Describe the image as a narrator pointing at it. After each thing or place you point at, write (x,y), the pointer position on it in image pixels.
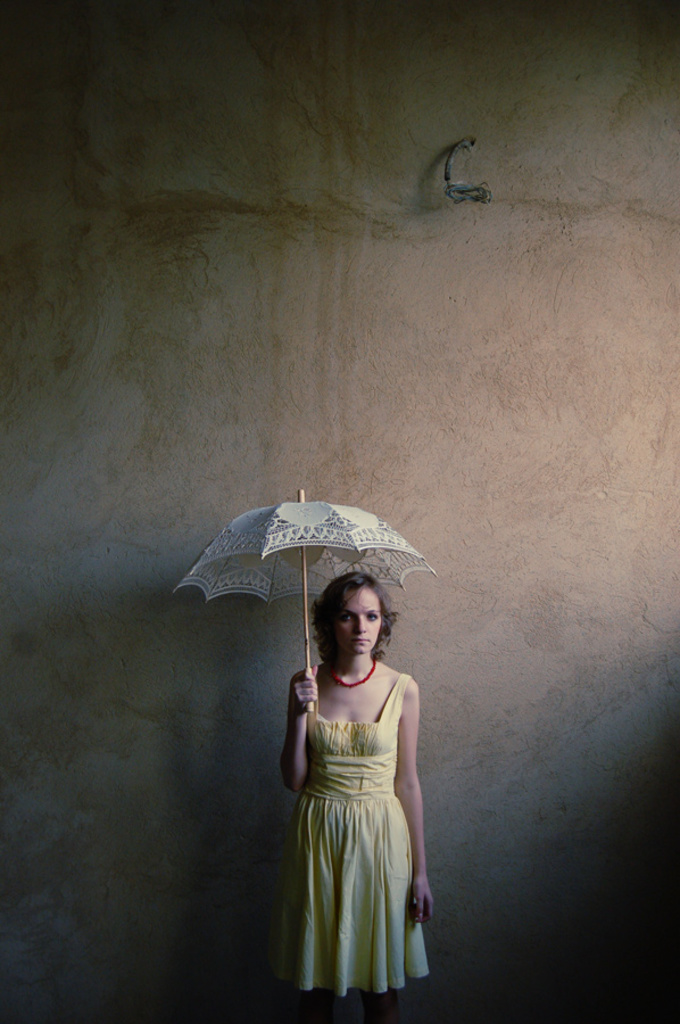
In this image I can see the person (403,718) is wearing yellow color dress (393,805) and holding the umbrella (303,520). I can see the wall (373,350).
